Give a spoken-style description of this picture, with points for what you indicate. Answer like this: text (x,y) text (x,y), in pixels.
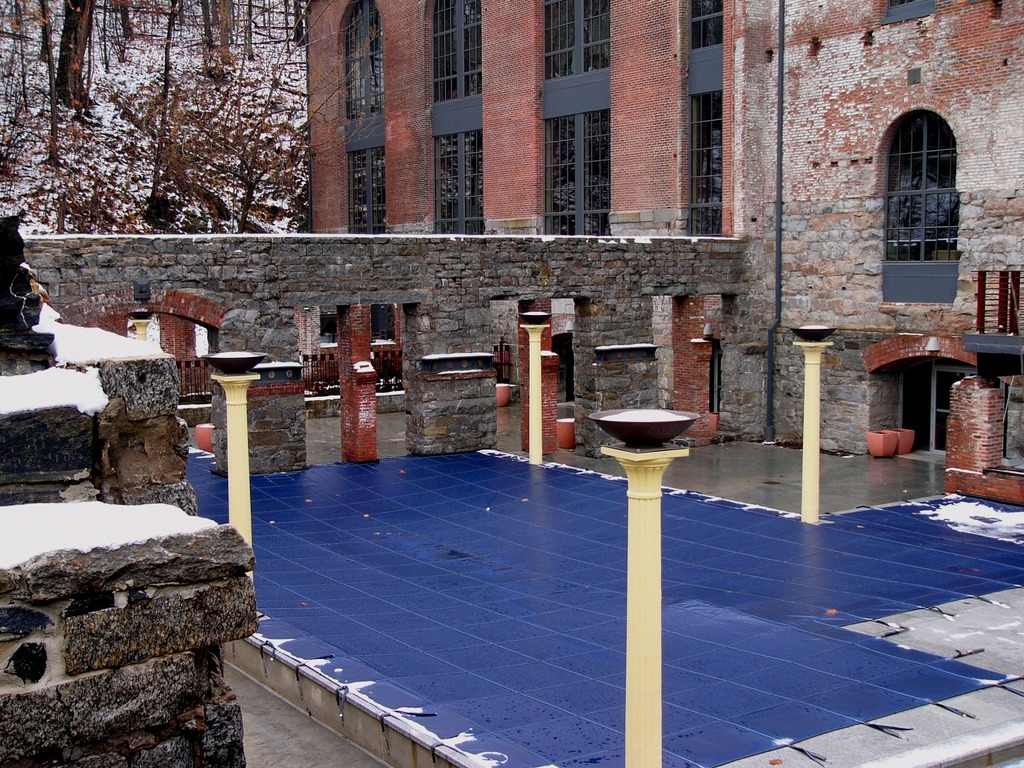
In the foreground of this image (654,569), there are pillars (644,580), a wall (260,443) in the middle of the image (370,268) and on left side of the image (66,580). On the right side (928,442), there is an entrance (933,407) and two pots (884,445) on the ground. We can also see few trees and the windows (461,155) on the top (264,82).
